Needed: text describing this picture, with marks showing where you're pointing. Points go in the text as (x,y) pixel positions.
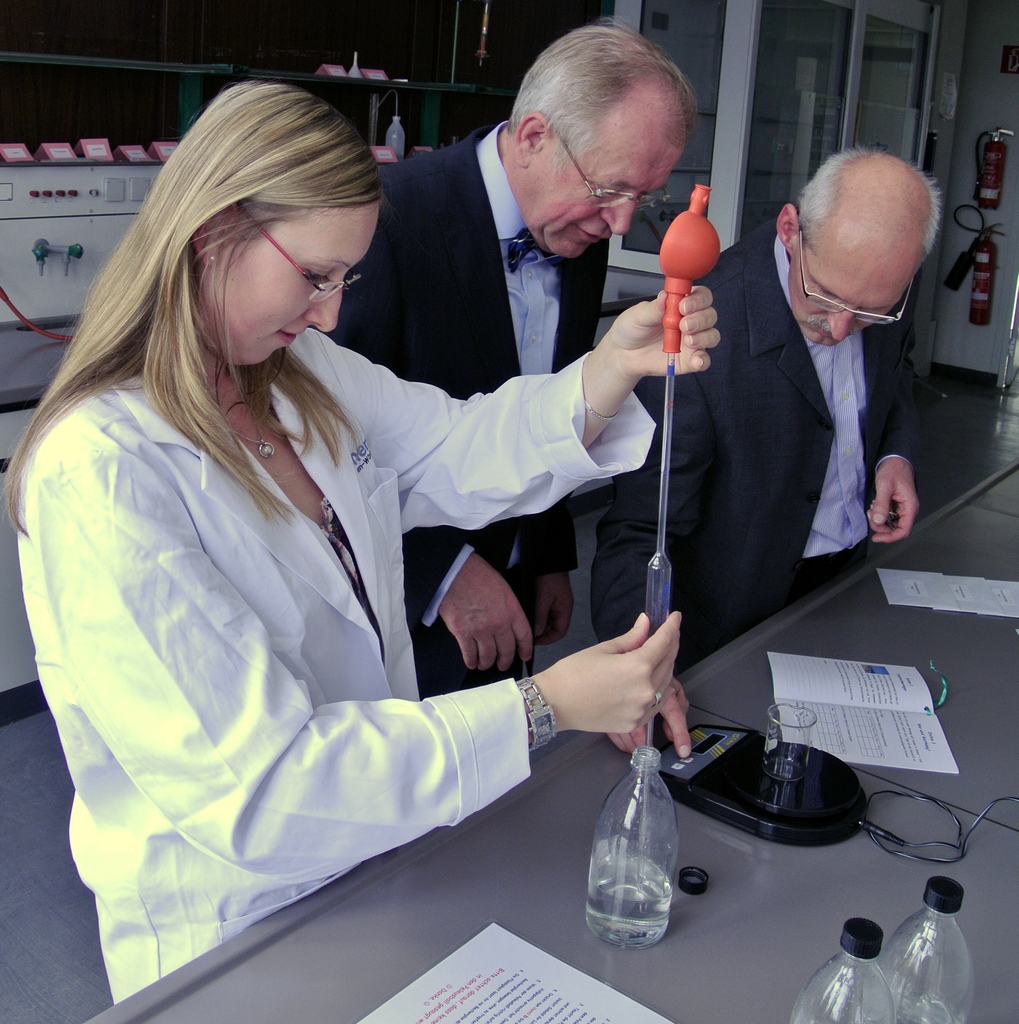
In this image there is a woman (504,397) putting the glass tube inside the glass bottle (663,867). Beside her there are two other people (761,435) standing. In front of them there is a table (997,745). On top of it there are bottles (894,944), papers (553,995) and a few other objects (800,775). Behind them there is a machine (72,164). On the right side of the image (1000,222) there are fire extinguishers (985,203) on the wall (948,213).
